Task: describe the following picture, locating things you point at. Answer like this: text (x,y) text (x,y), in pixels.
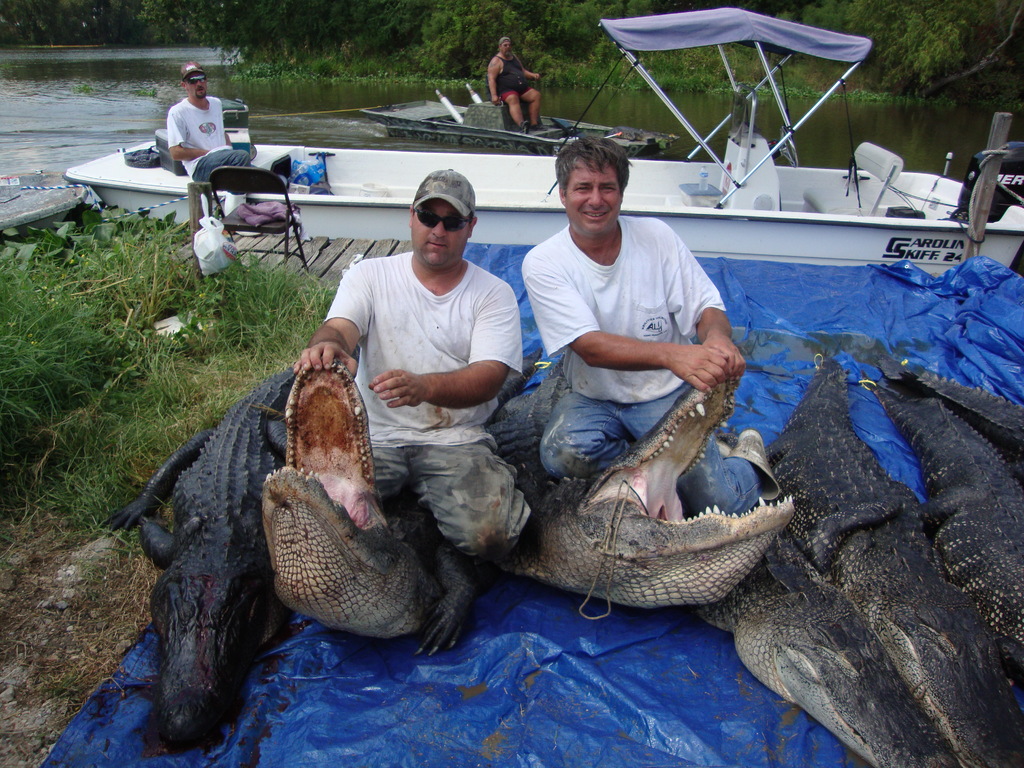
In this picture we can see two people (493,475) are holding the mouth (305,542) of the crocodiles (650,451). We can see some crocodiles (416,597) on a blue sheet (559,682). Some grass (21,444) is visible on the left side (191,373). There is a cloth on the chair (284,230). We can see a person (185,120) on a boat (1012,175) in water (865,127). There is a bottle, box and other objects (312,160) on this boat (339,218). There is another boat (595,123) and a man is visible on this boat (508,138). Few trees (597,10) are visible in the background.
